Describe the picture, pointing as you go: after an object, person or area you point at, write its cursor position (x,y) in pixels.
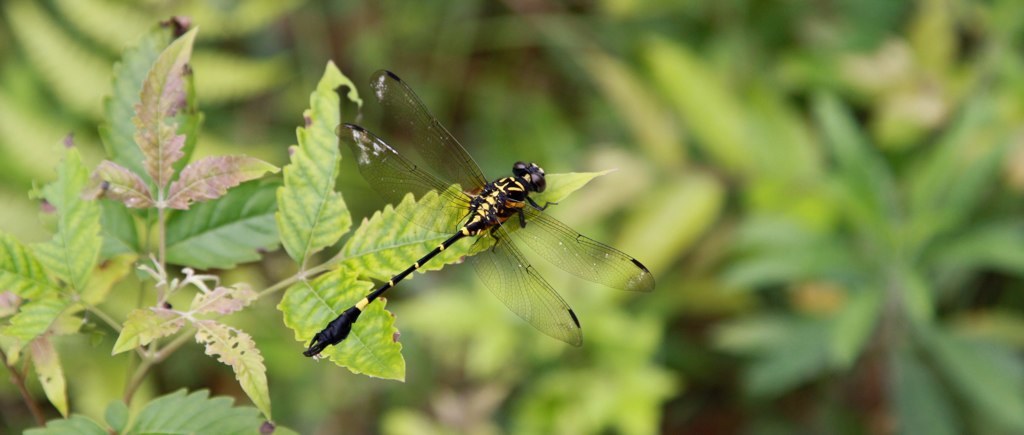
In this image there is an insect (340,320) on the leaf (320,316) of a plant (202,312). The background (932,170) is greenery (773,322).
